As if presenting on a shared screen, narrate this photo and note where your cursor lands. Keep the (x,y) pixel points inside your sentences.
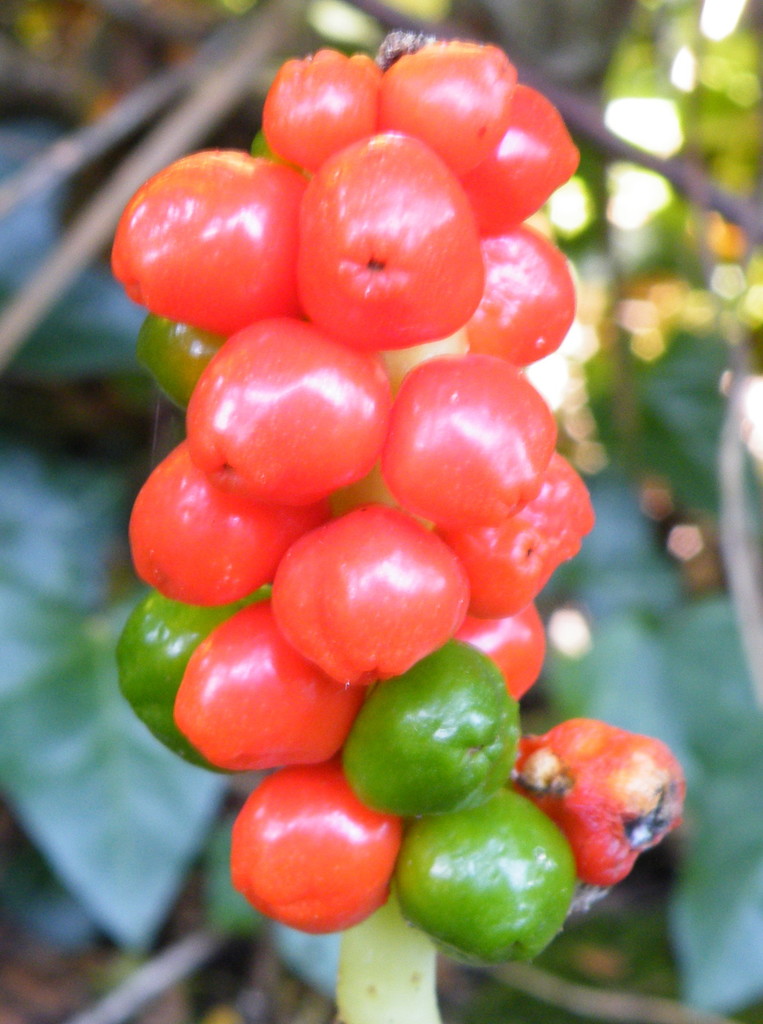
This is a zoomed in picture. In the center (292,358) we can see the red and green color objects (387,667) which seems to be the fruits (275,111). In the background (703,87) we can see many other objects (663,157).
